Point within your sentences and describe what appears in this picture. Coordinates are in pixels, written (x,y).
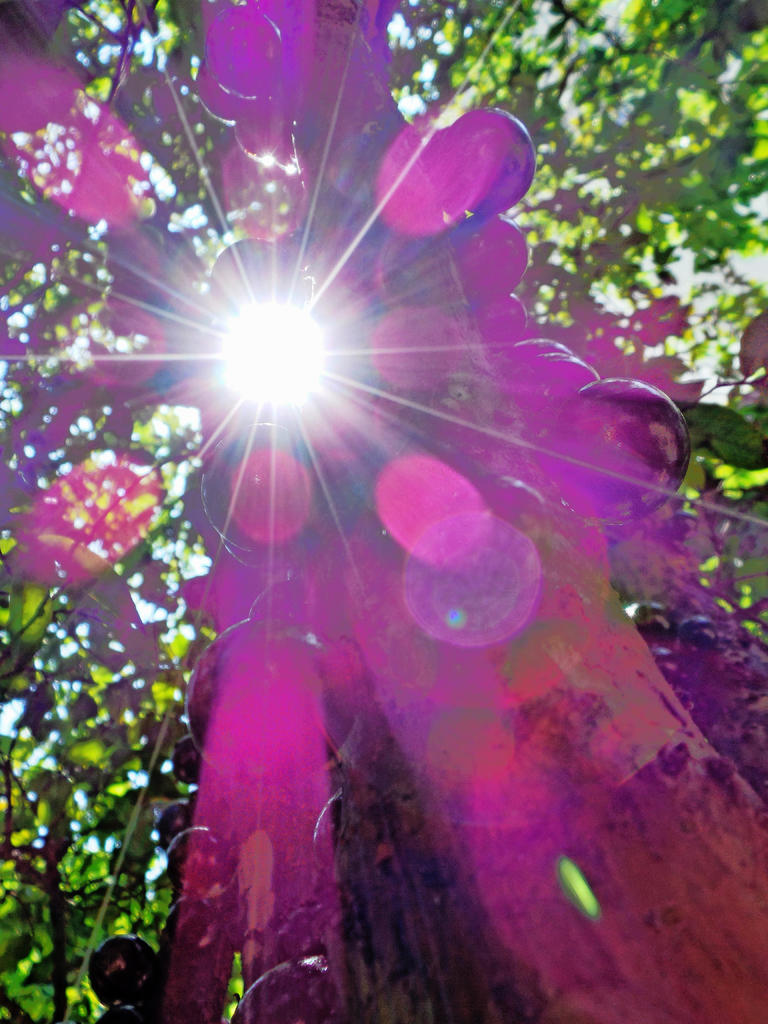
In the foreground of the picture (496,305) there are fruits (552,370). In the background (76,332) we can see leaves (669,261) and stems (428,342) of a tree (319,302). In the middle of the picture (320,364) it is sun (290,321) shining in the sky (272,368).
